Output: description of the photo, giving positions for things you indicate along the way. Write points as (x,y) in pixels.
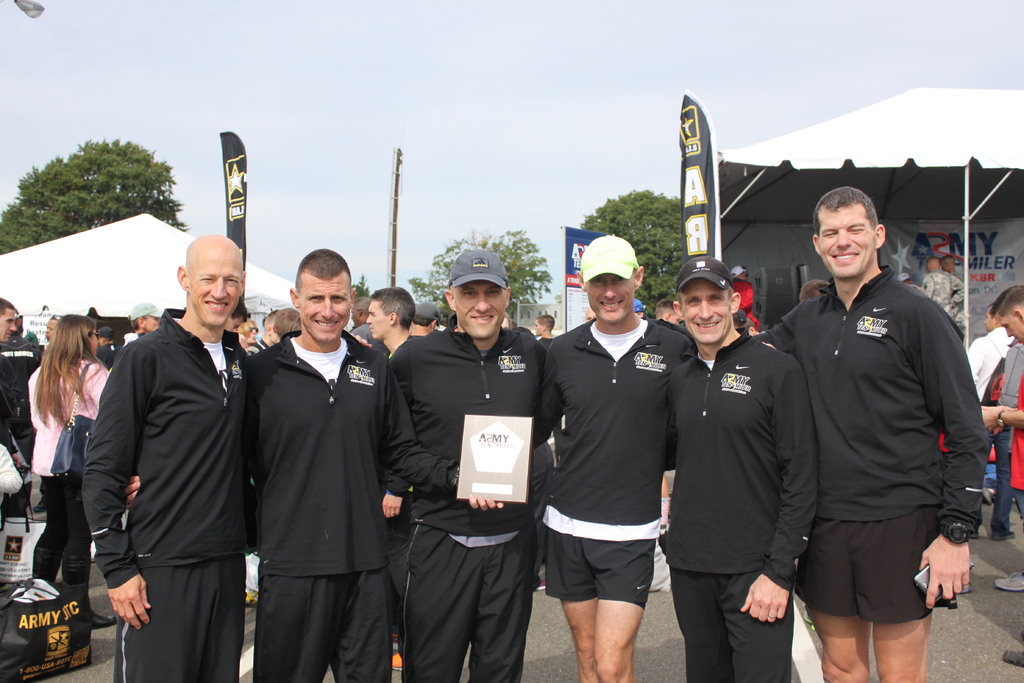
In the center of the image (391,419) we can see a group of persons (353,427) on the road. In the background (79,286) we can see persons (73,387), tents (91,299), advertisements (566,239), trees (633,227) and sky (405,111).
